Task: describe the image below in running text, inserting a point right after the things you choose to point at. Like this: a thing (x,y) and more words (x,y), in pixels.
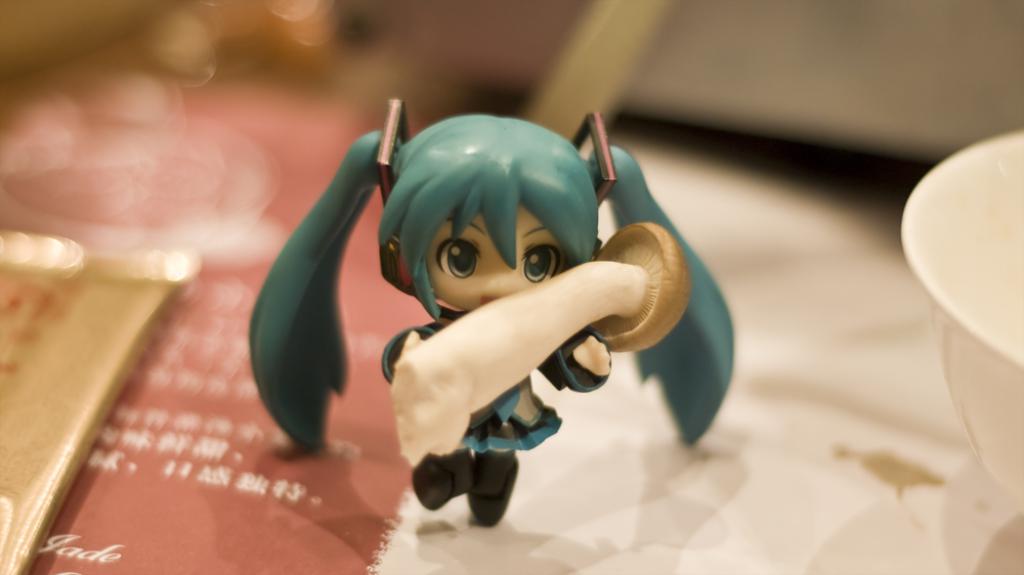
There is one toy (454,280) and a mushroom (487,379) kept on a red and white color surface (346,330). There is a white color cup (955,307) on the right side of this image (955,294), and there is a chocolate (102,329) on the left side of this image (95,344).
